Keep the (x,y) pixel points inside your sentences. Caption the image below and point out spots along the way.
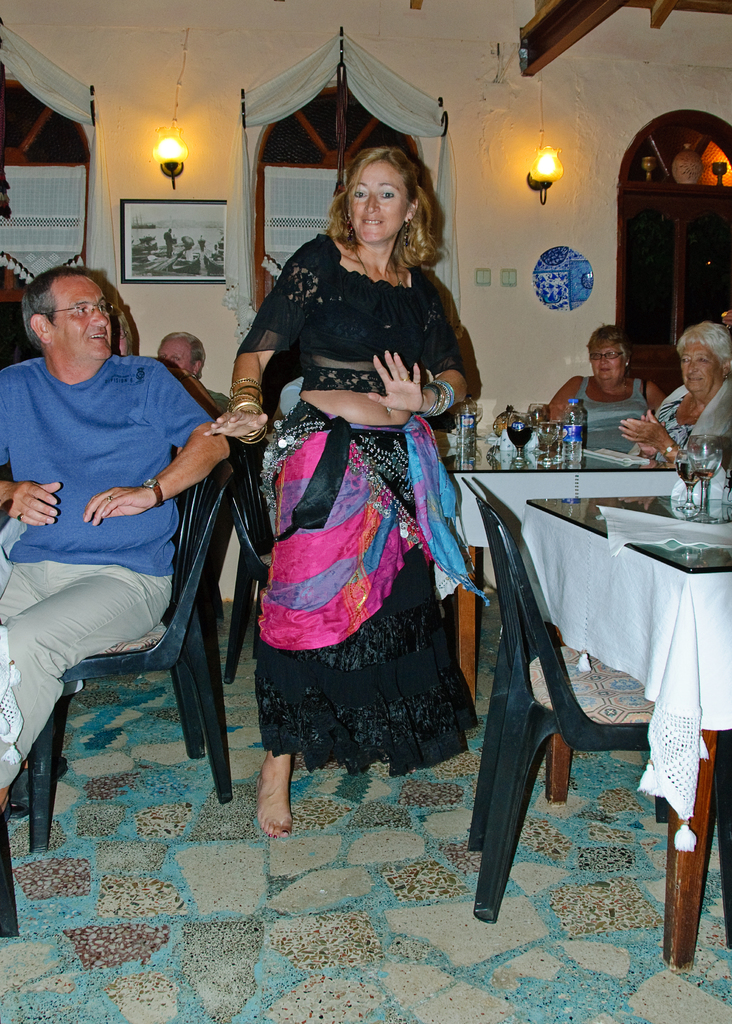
A women (346,354) wearing black clothes (348,313) is dancing and right to her a man (75,444) sitting on a chair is laughing at her and at the left side of her there are two other persons (661,400) one is clapping and other one is laughing. This is a table (646,569) on which wine glasses (699,459) are kept. This is a water bottle (578,414). There is a lamp (540,169) and a door (623,226).
